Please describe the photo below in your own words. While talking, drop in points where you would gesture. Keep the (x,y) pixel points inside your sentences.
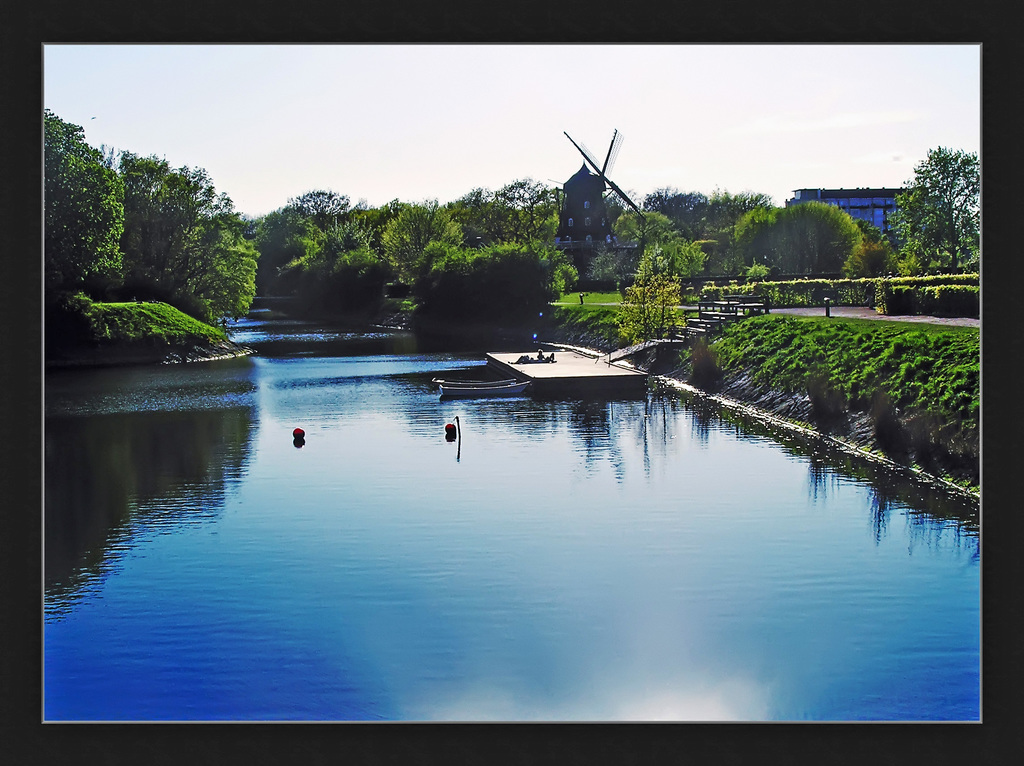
In this picture we can see boats (479,393) and some objects (459,438) on the water (482,422). On the right side of the boats (493,393), it looks like a wooden pier (636,352) and Behind the wooden pier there are trees (817,207), houses (792,204) and the sky (540,145).
